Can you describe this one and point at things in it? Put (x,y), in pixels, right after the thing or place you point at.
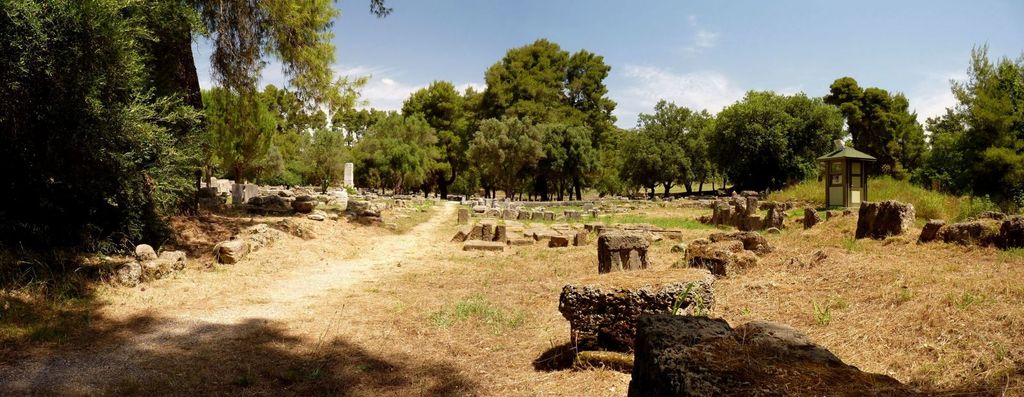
In this image in the middle (538,197) there are trees (335,160), stones (502,225), house (856,191), grass (793,195), plants (977,196), land (340,264). At the top (636,75) there are sky (710,63) and clouds (650,95).
